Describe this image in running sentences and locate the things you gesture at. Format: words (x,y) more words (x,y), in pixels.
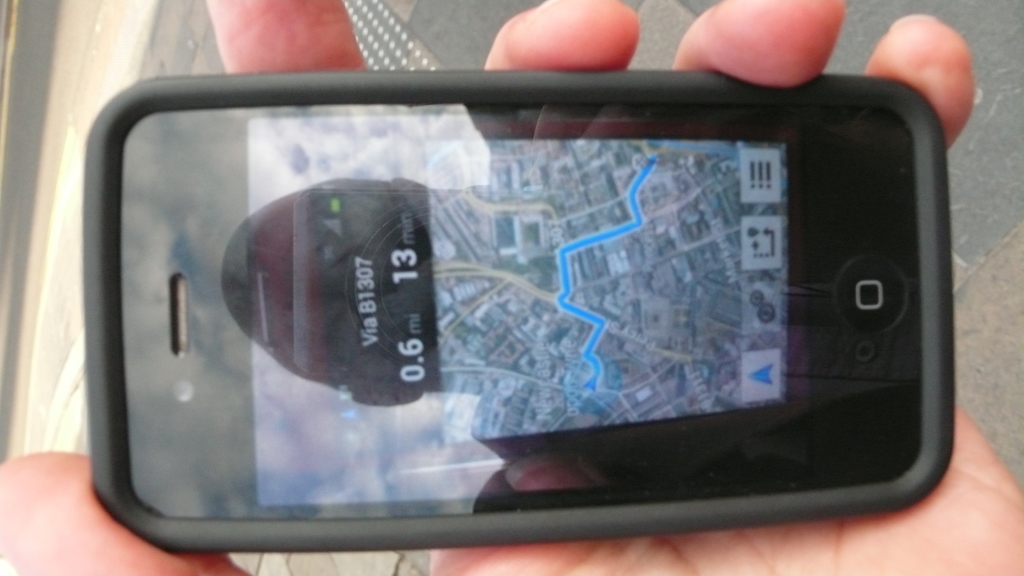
In this picture we can see a person hand (961,548) is holding a mobile (847,401) and in the background (28,87) we can see the road (399,39).
